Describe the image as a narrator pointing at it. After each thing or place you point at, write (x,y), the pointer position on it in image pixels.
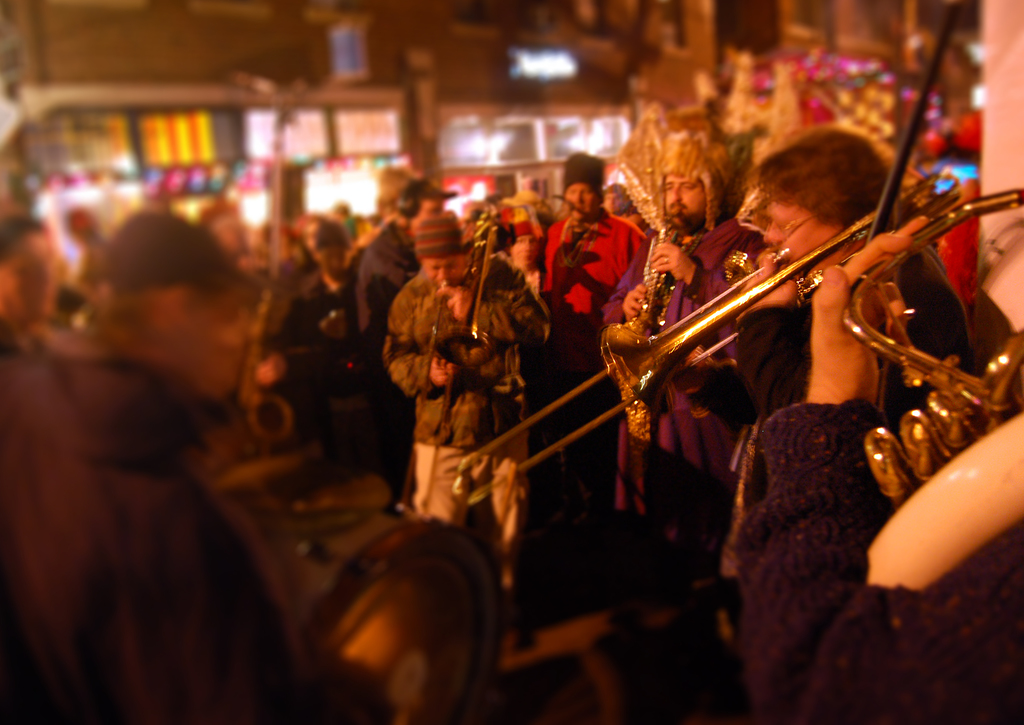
In this image people (832,313) are playing musical instruments (903,575). Background (217,97) it is blur. We can see stores (383,108).
